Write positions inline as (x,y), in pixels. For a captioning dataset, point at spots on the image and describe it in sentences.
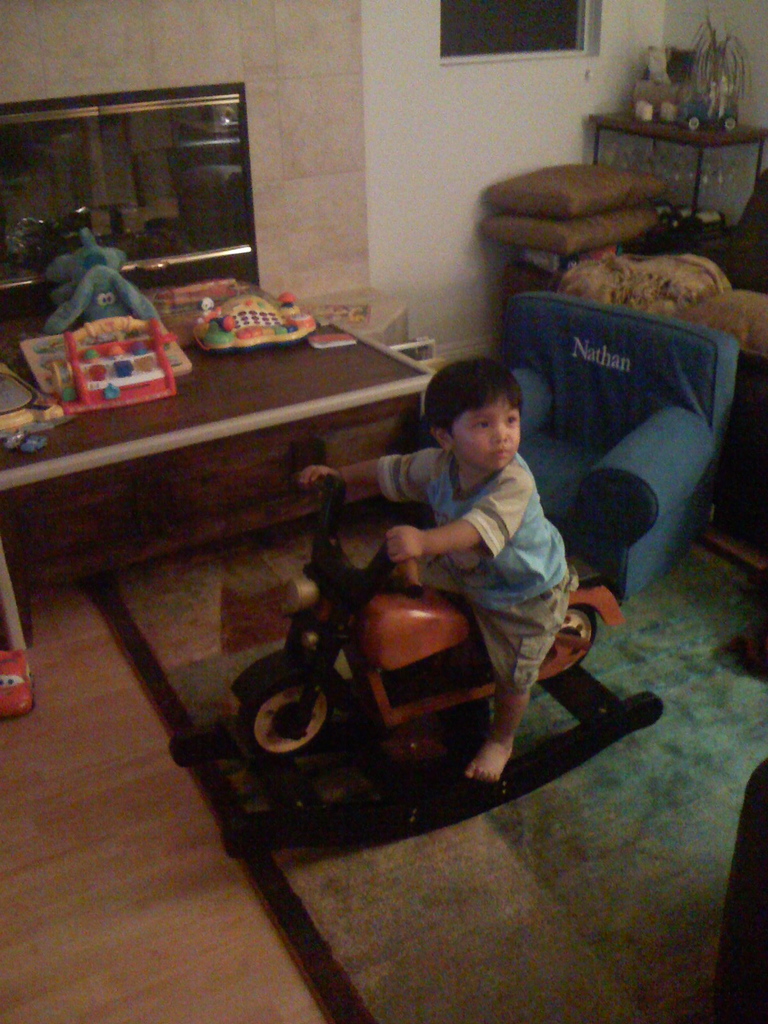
In this image I can see a boy (450,392) riding his toy (435,768). Here on this table (311,353) I can see few more toys (9,413). In the background (534,319) I can see a chair (557,326) and few cushions (518,244).
